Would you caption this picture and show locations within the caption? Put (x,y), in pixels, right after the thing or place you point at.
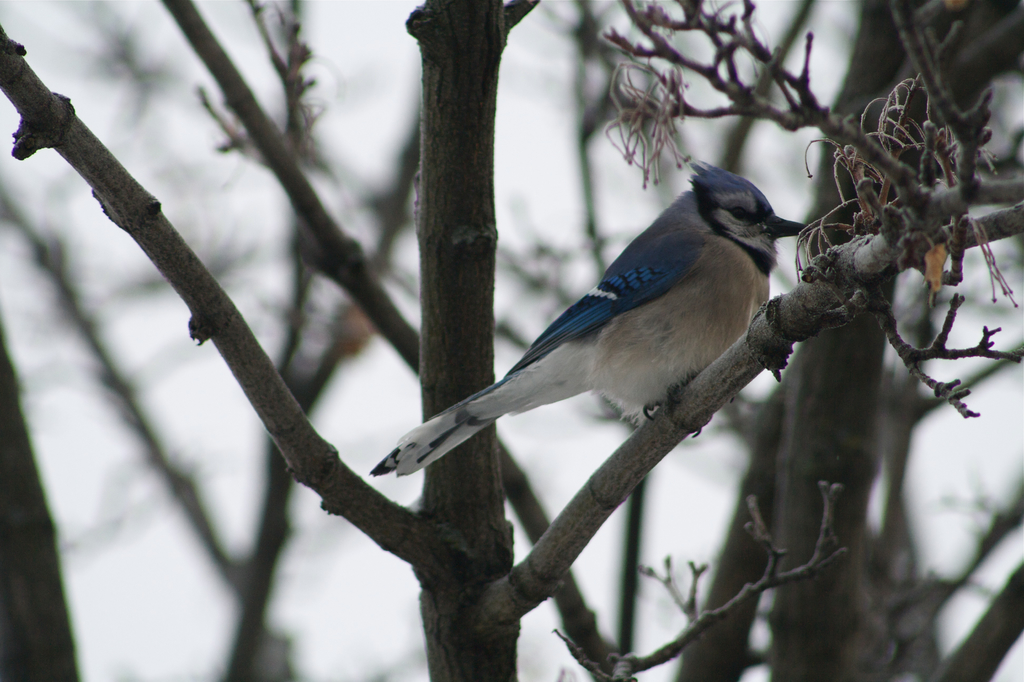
This image consists of a bird (542,404). There is a tree (446,312) in this image.
